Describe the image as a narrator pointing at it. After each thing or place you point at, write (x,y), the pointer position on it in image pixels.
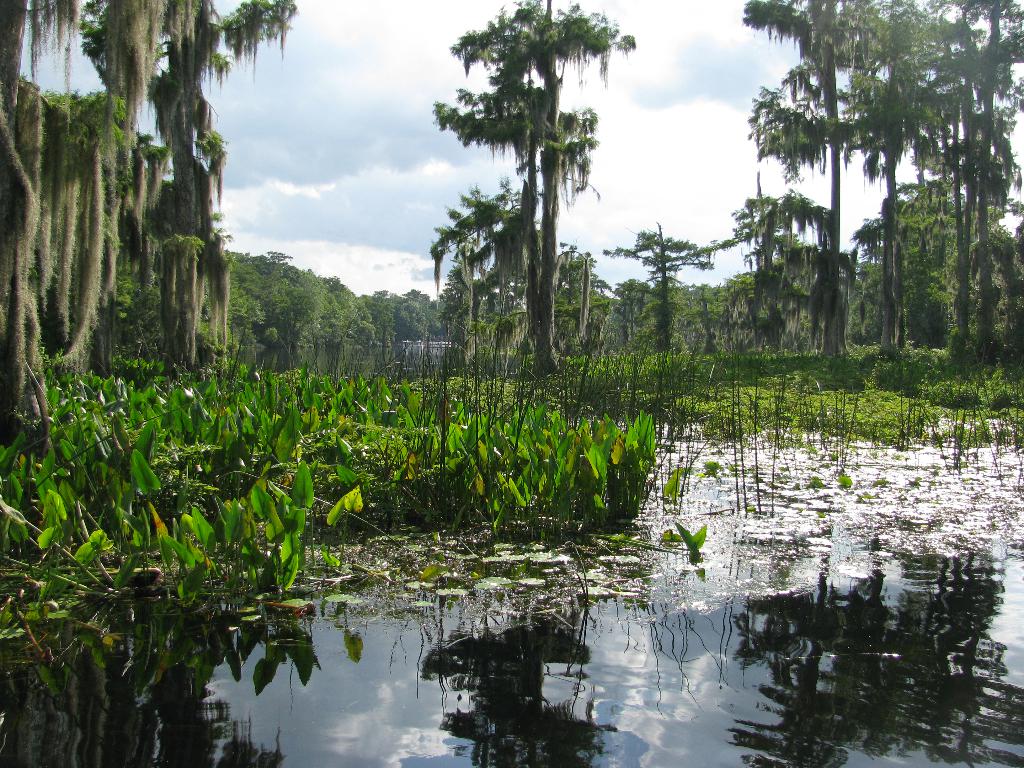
This image is taken outdoors. At the top of the image (335,114) there is the sky (389,145) with clouds (633,107). In the background (501,316) there are many trees (768,261) and plants (844,398) with leaves (522,280), stems (114,572) and branches (519,231). At the bottom of the image (302,706) there is a pond (381,675) with water (727,681). There are many duck weeds (547,575) in the pond (562,578).
